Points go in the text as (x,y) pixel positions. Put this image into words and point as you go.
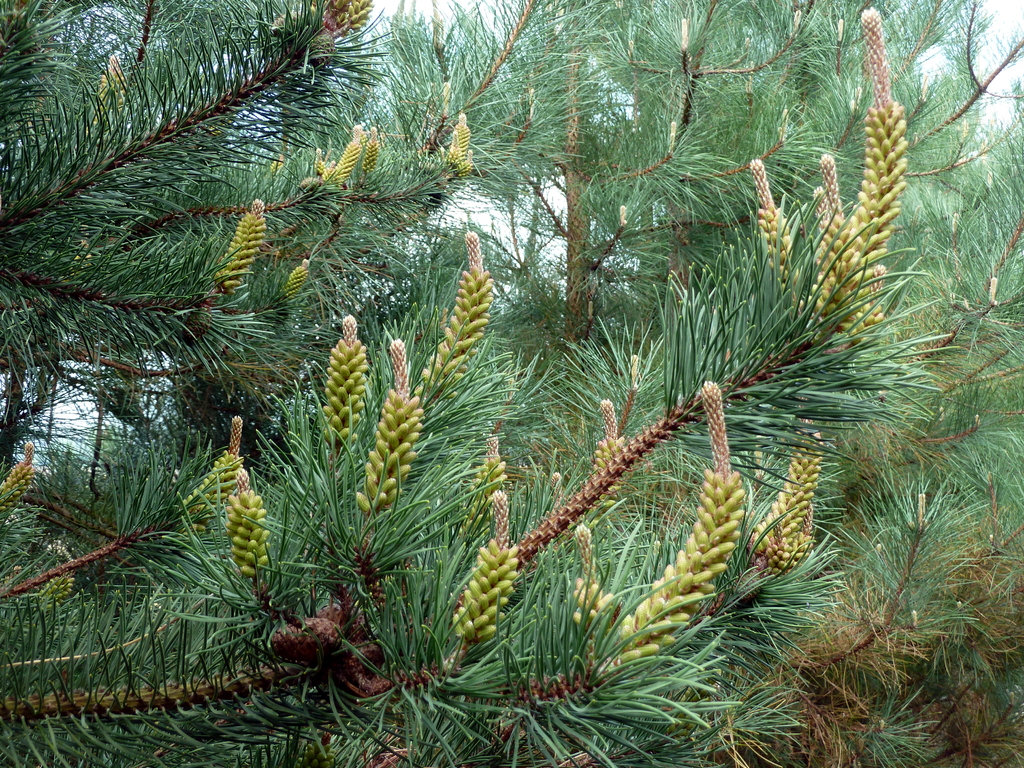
In this image I can see few trees (804,240) in green color. In the background (432,7) I can see the sky (449,14) in white color.
